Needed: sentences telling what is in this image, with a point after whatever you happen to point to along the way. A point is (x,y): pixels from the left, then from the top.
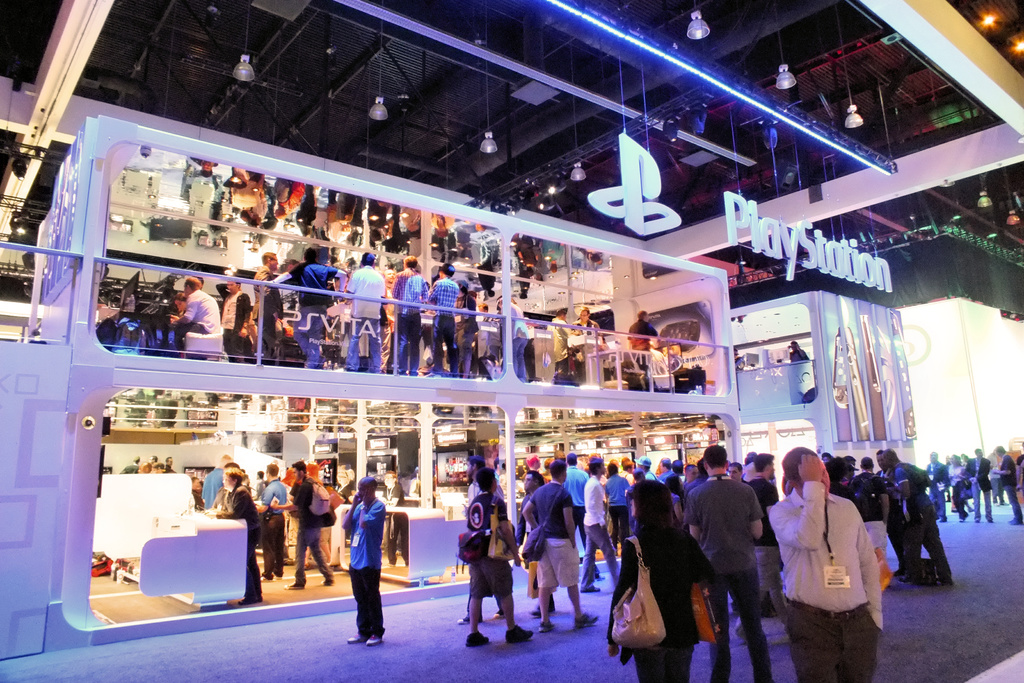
In this image, we can see persons (571,488) wearing clothes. There are lights (850,111) hanging from the ceiling (468,130) which is at the top of the image (559,75).
